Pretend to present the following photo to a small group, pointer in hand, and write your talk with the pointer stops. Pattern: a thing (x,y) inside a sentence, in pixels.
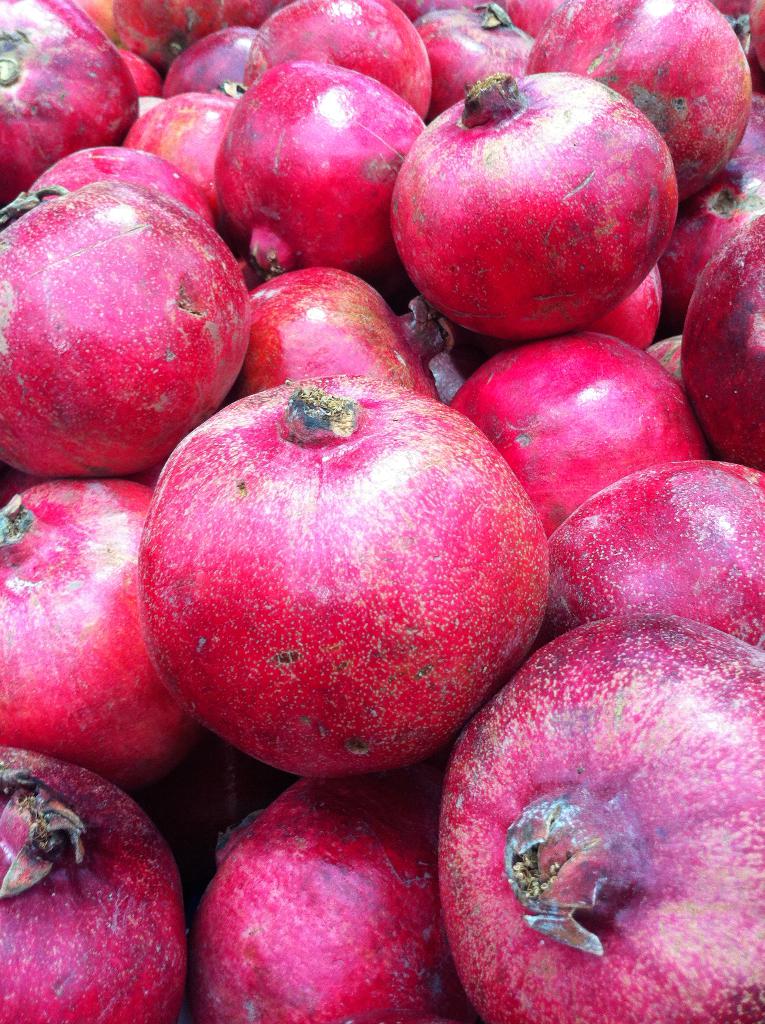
In this picture there are pomegranates (353,88).
